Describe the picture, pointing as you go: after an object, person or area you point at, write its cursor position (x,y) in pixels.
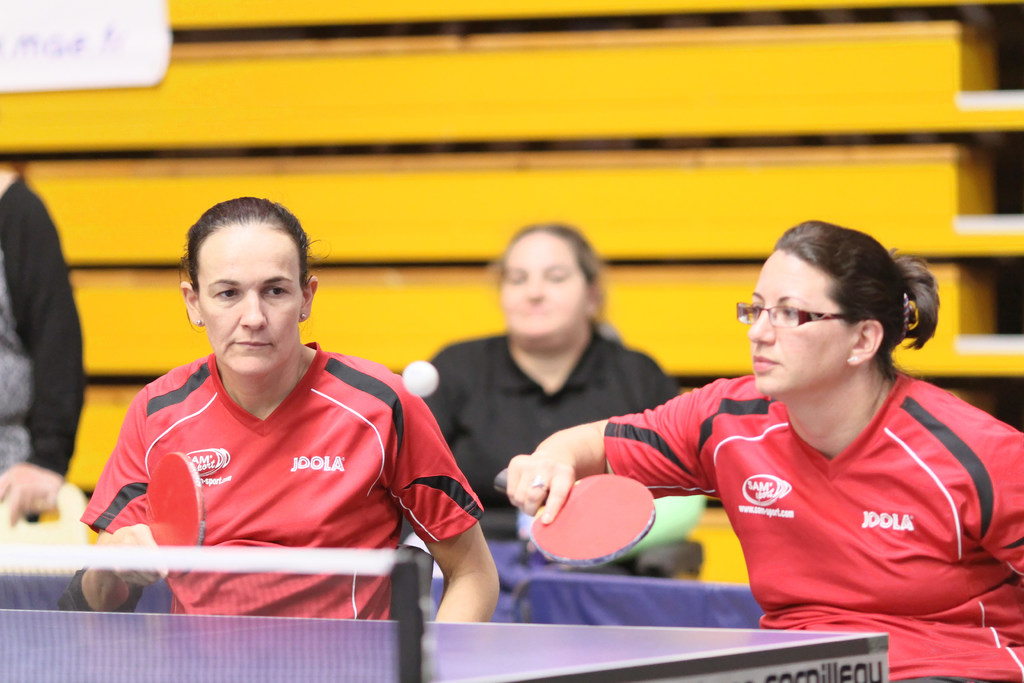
In this image, There is a table (199,651) which is in blue color, There are some people (791,581) playing a game, They are holding the bats (570,500) which are in red color, In the middle (432,376) there is a ball (417,392) which is in white color, In the background (430,289) there is a yellow color.
